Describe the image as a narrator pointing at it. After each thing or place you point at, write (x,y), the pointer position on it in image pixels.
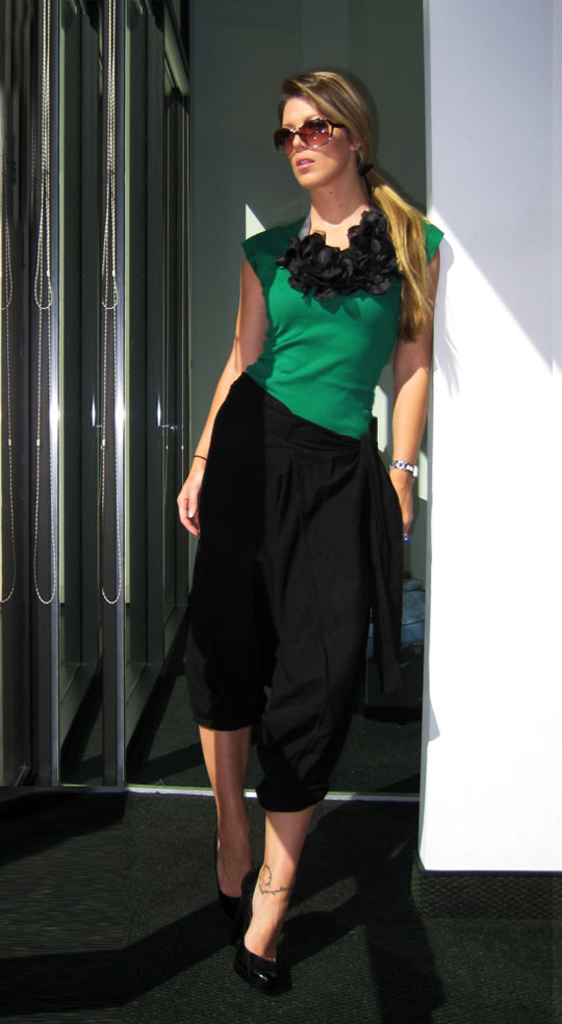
In this image there is a woman (326,530) standing, she is wearing goggles (322,129), there is a wall (477,393) towards the right of the image (516,341), there is a wall (221,139) behind the woman (296,98), there is door (108,472) towards the left of the image (103,643), there is an object (407,635) on the floor (347,751).
